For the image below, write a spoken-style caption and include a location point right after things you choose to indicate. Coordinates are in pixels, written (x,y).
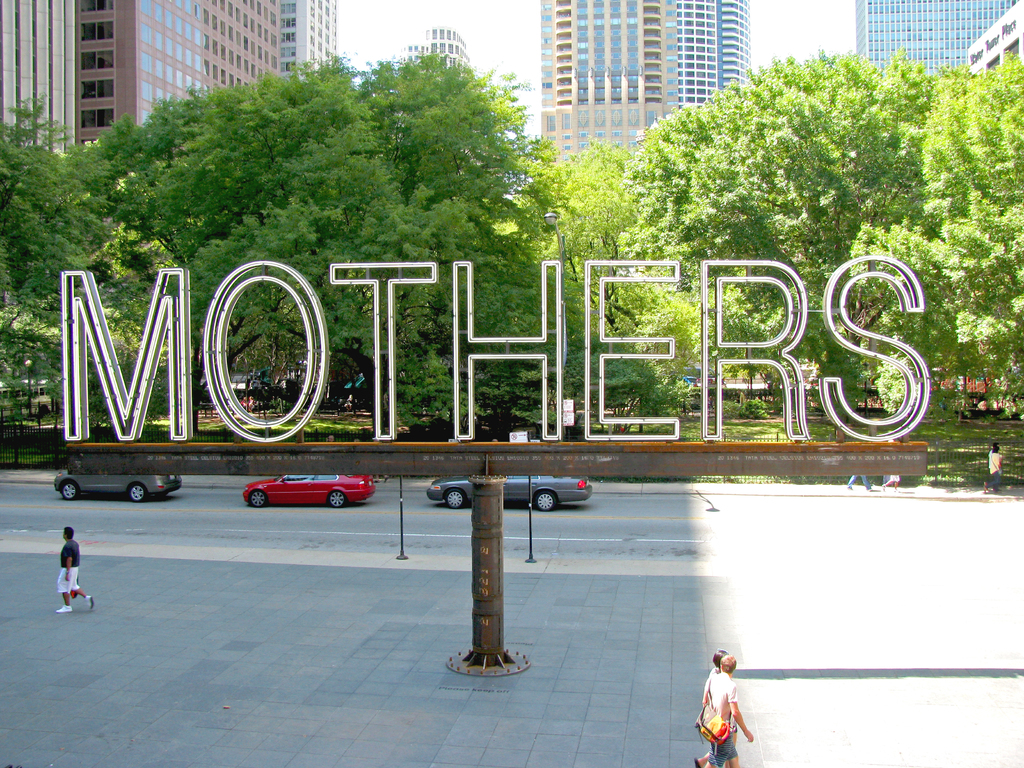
In this image there are few people (732,683) walking. In the center of the image (344,495) there is a car (466,488) on the road (581,517). There is a metal fence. There is a metal pole (493,662) with some text (555,439) on it. In the background of the image (49,187) there are trees (368,155), buildings (597,105).
